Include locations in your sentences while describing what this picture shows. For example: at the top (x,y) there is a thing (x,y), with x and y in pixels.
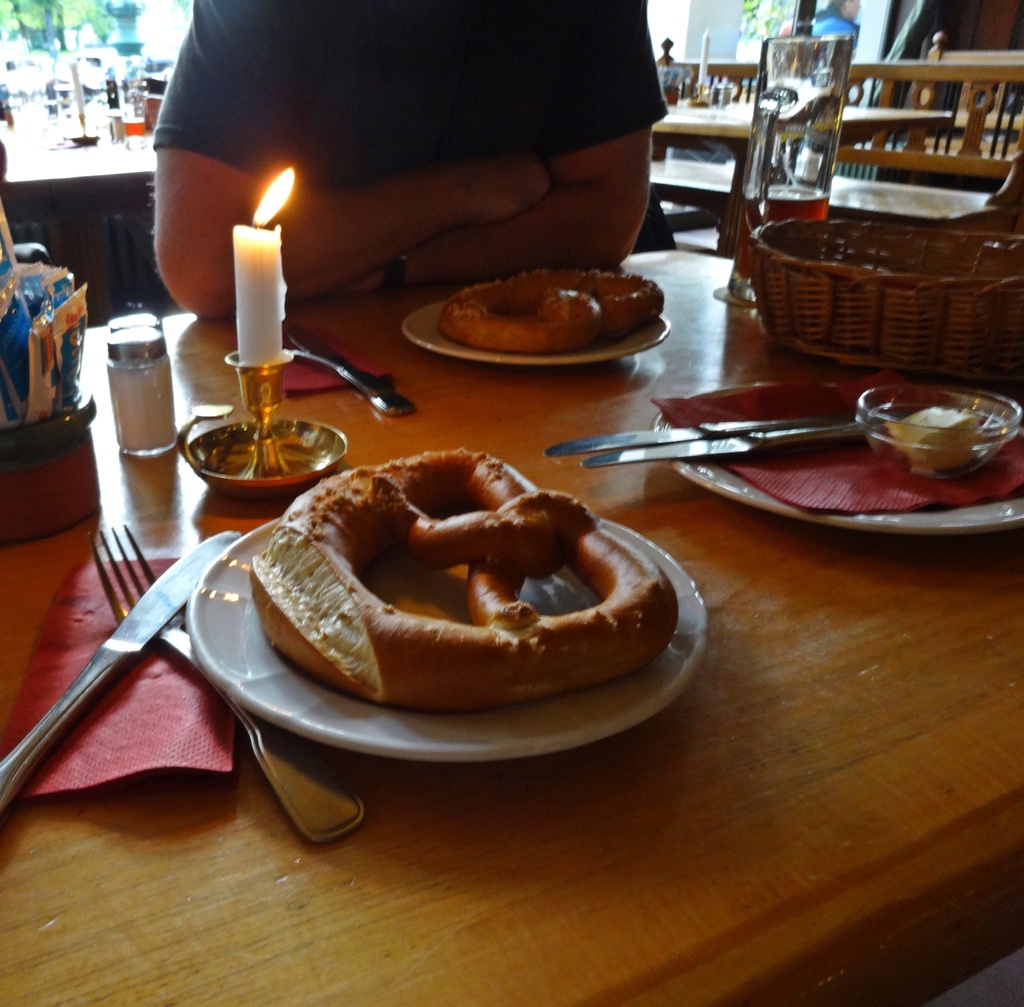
In this image I can see the brown colored table (665,865) on which I can see few forks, knives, few plates (614,706), few food items (565,519), a candle (256,261) and few other objects (76,477). I can see a person (493,130) wearing t shirt (512,70) is in front of the table (500,962). In the background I can see few tables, few trees (63,1) and few other objects (88,45).
